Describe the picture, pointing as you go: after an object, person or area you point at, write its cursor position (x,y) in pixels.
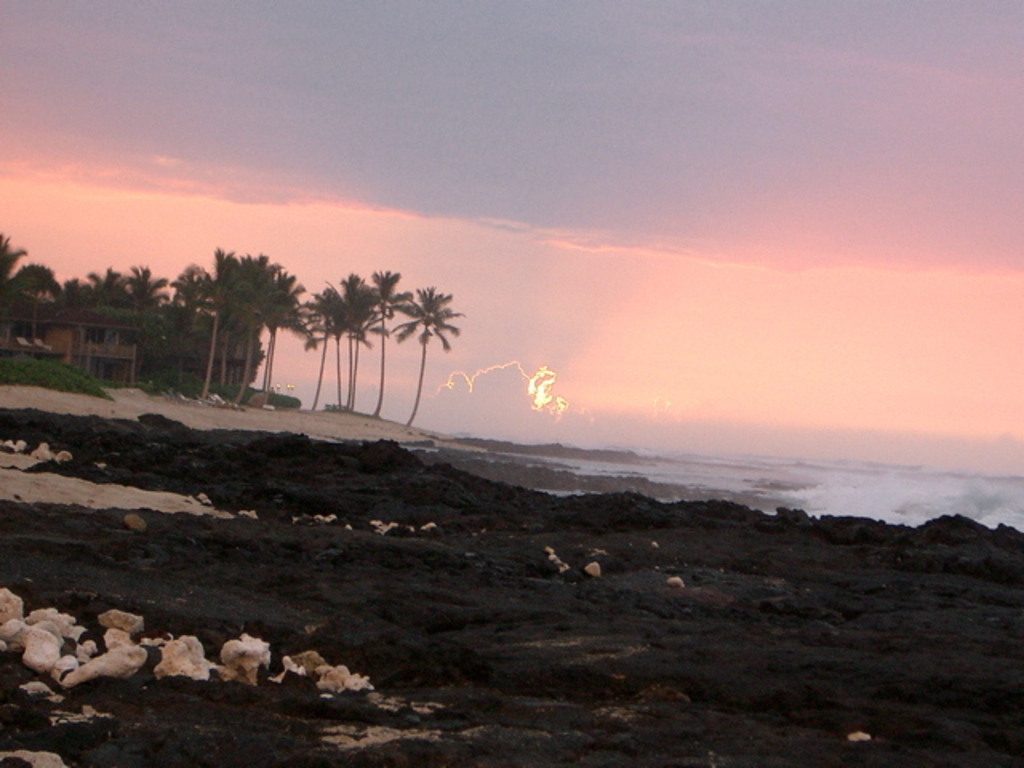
This image is taken outdoors. At the top of the image (330,159) there is a sky (606,207) with clouds (559,242). At the bottom of the image (598,701) there is a ground (696,689) with black rocks (472,584) on it. On the right side of the image (979,488) there is a sea (820,467) with waves (867,488). On the left side of the image (114,349) there is a building (88,356) and there are a few trees (257,355) and there are a few stones (93,660) on the ground (98,467).
